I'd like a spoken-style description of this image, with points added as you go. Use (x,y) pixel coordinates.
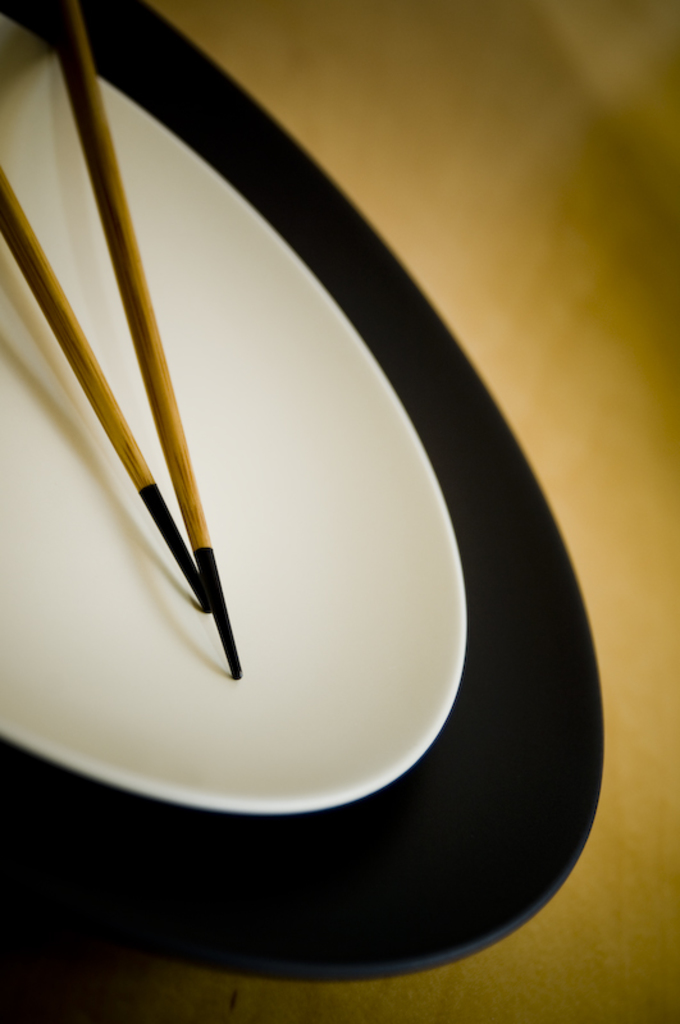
In this image I can see two plates (402,738) and two sticks (153,327).
